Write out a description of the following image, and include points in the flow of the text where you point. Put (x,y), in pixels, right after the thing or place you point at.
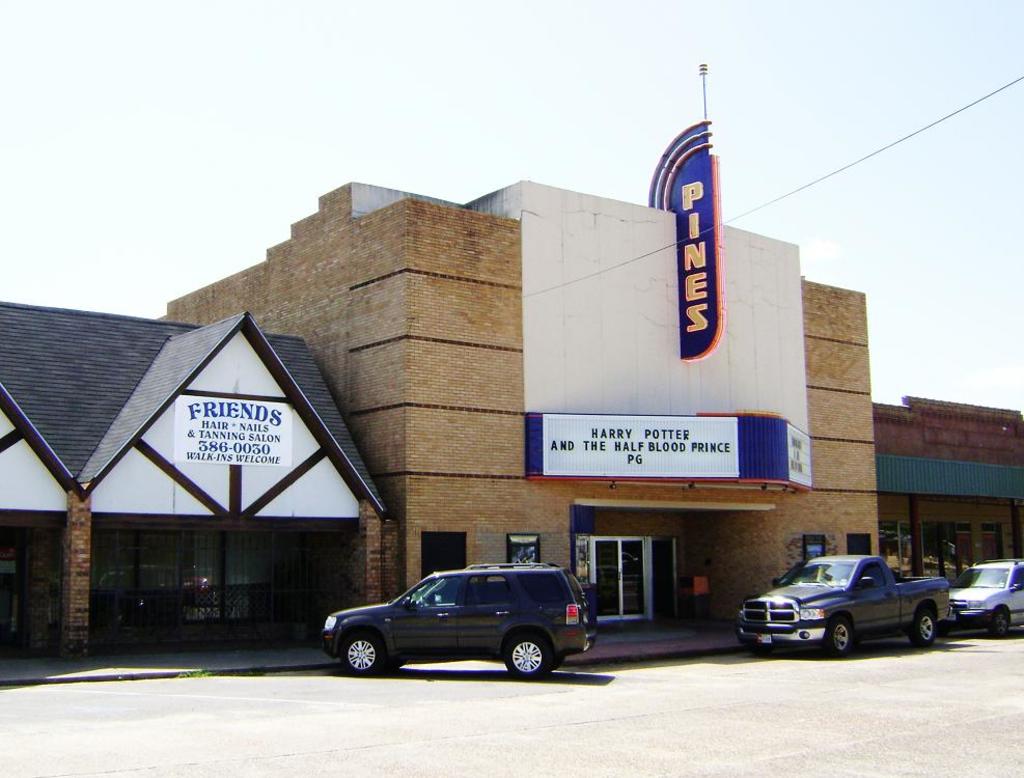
This image consists of a building (633,568) on which there are boards (687,429) along with the text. At the bottom (965,672), there is a road (598,739). On which three cars (952,590) are parked. At the top (489,86), there is a sky (374,135).
